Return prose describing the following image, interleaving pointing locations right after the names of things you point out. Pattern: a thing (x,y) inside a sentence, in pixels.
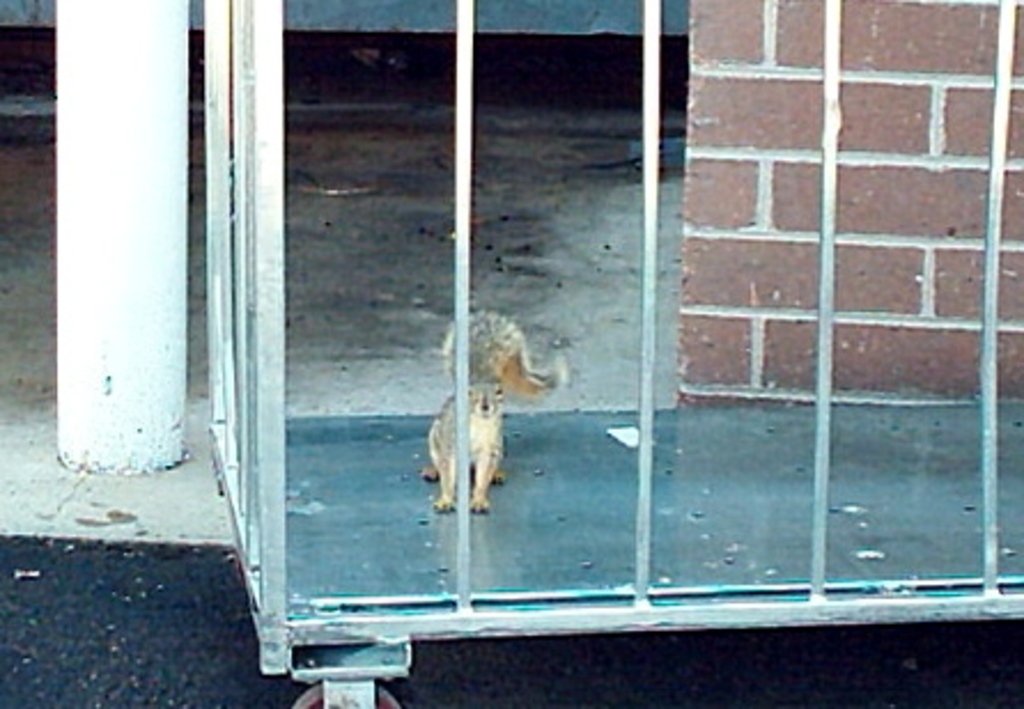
In this image I can see the squirrel (439,469) on the iron surface (841,474) and I can also see the grill (836,66). In the background (751,202) I can see the wall (775,135) and the rod (111,281).
